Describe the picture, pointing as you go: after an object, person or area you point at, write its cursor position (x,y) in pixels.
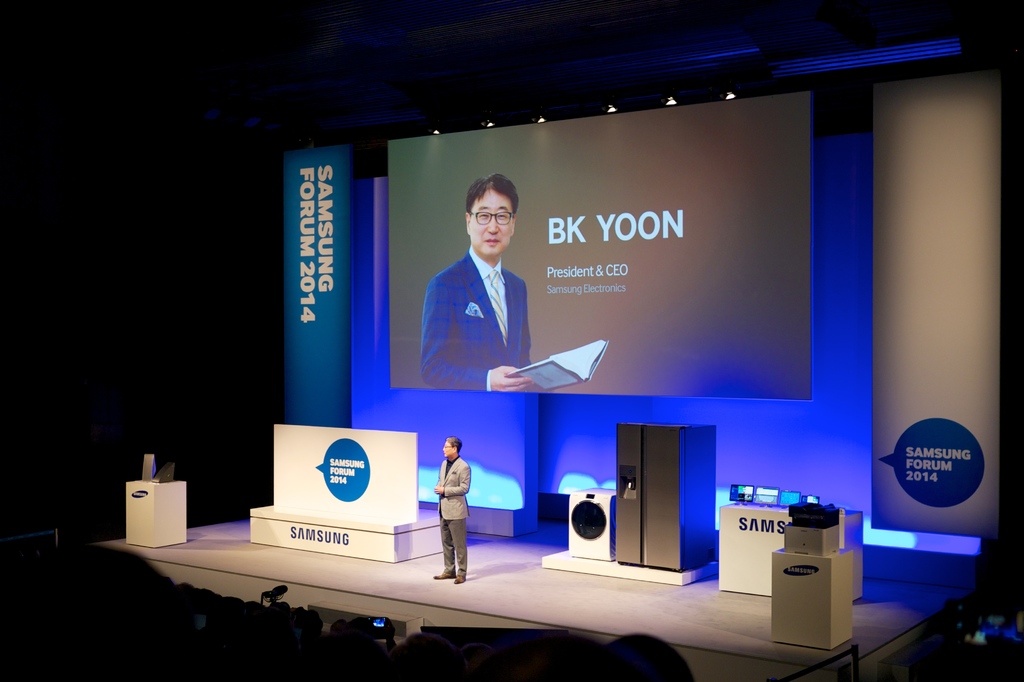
At the bottom of the picture (423,655), we see people (354,641) are sitting on the chairs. In front of the picture, we see a man (464,558) is standing. Behind him, we see a white board (341,485) and an object (645,443) which looks like a refrigerator (653,538). Beside that, we see white color boxes (774,542). Behind him, we see boards (894,372) in white and blue color with some text (308,262) written on it. At the top (589,126), we see the board (616,232) in which we can see the man (491,304) is standing and holding a book (550,386) in his hands (519,388). He is smiling and beside him, we see some text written on it. At the top (467,81), we see the lights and the ceiling (656,88) of the hall (530,135). This picture might be clicked in the concert hall (49,357).
